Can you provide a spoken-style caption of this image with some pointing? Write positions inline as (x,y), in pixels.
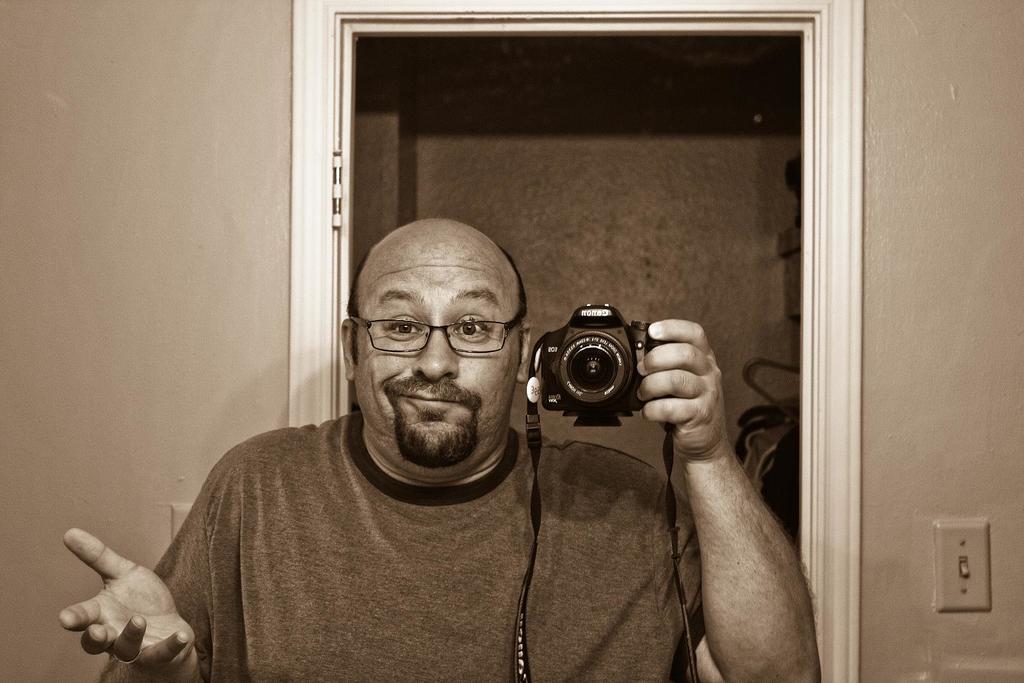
A person (420,275) is taking a picture of himself, holding a camera (621,378) in his hand (667,411).
